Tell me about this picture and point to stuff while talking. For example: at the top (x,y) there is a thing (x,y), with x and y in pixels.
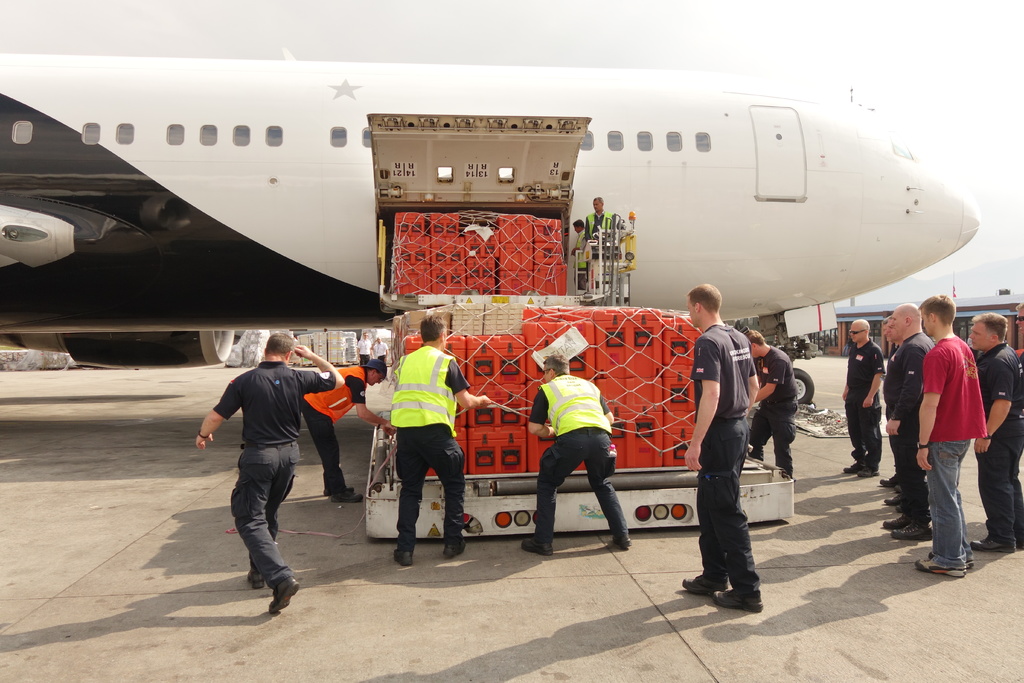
In this image I can see there is an airplane (532,100) on the ground (838,457). And there are persons (795,402) standing and keeping boxes (527,339) in an airplane (237,328). And at the back (314,341) there are covers (334,339). And at side there is a shed (881,331) and few objects (832,413). And at the top (589,57) there is a sky (907,29).
